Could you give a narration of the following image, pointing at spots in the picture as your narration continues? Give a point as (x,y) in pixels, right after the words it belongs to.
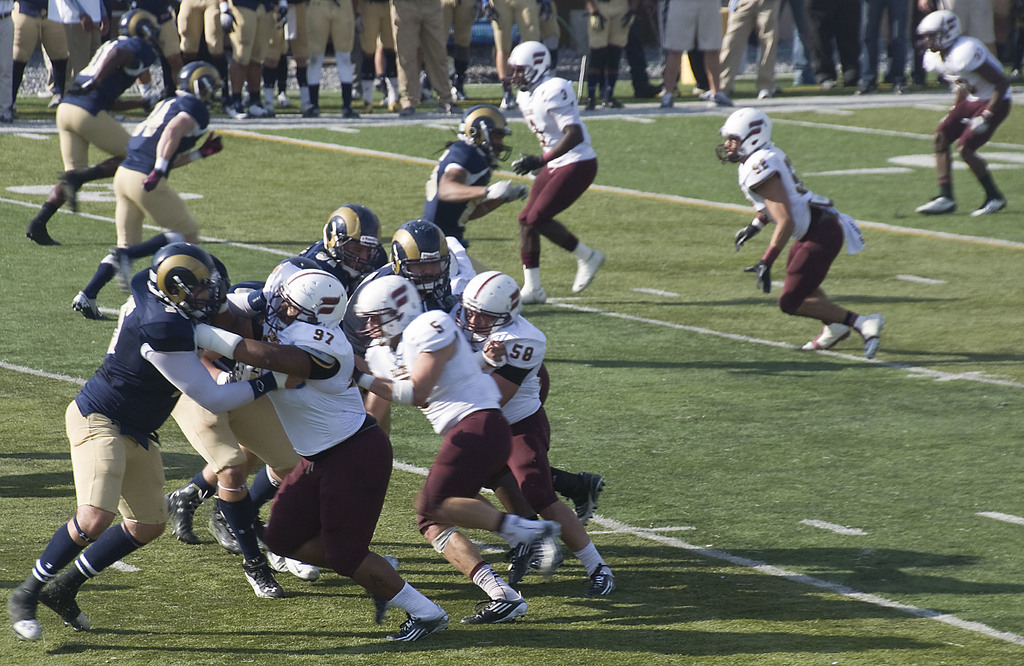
In this image I can see group of people (464,212) playing a game in the ground (631,427) and they are wearing helmets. In the background (363,64) there are group of people (597,40) standing.
